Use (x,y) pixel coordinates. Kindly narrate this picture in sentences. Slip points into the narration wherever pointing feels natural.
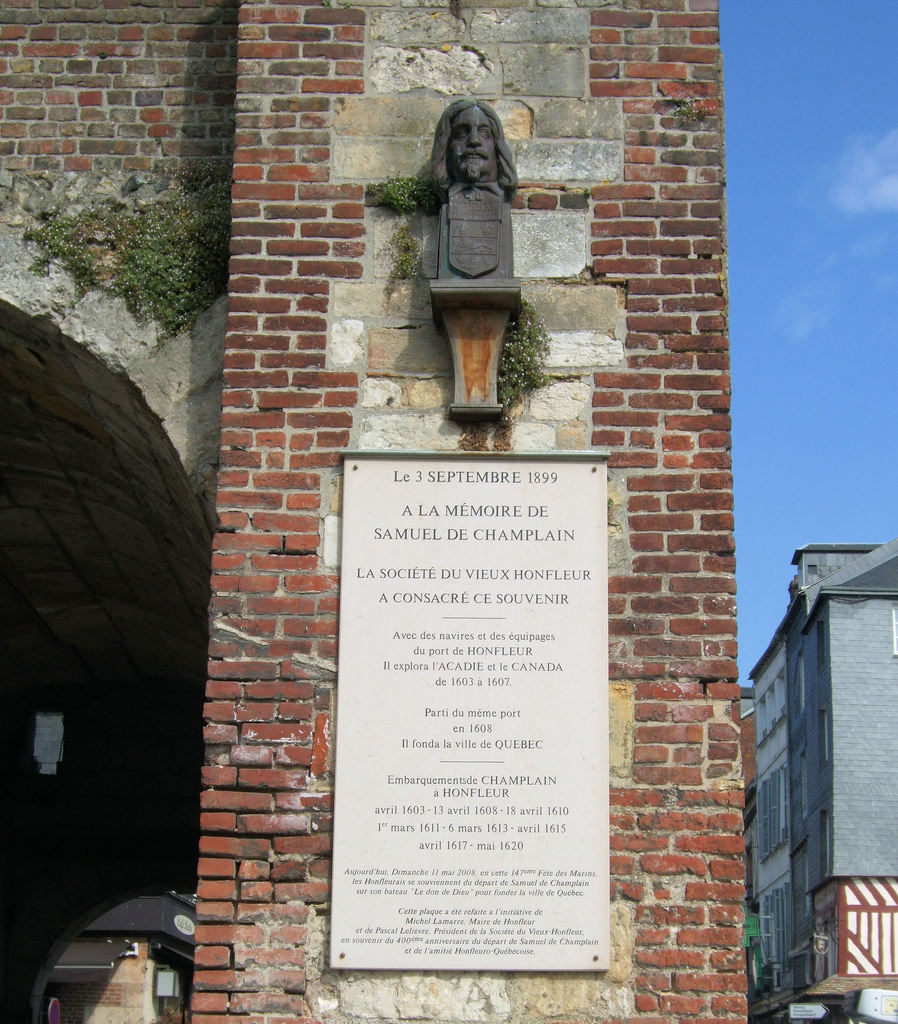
In this picture we can observe a white color board (456,634) fixed to the wall (321,696). We can observe a head (471,164) of a person (462,164) fixed to the wall (368,318). This wall (393,375) is in red color. On the right side (771,749) there are buildings (779,843). In the background (792,310) there is a sky (789,218).
